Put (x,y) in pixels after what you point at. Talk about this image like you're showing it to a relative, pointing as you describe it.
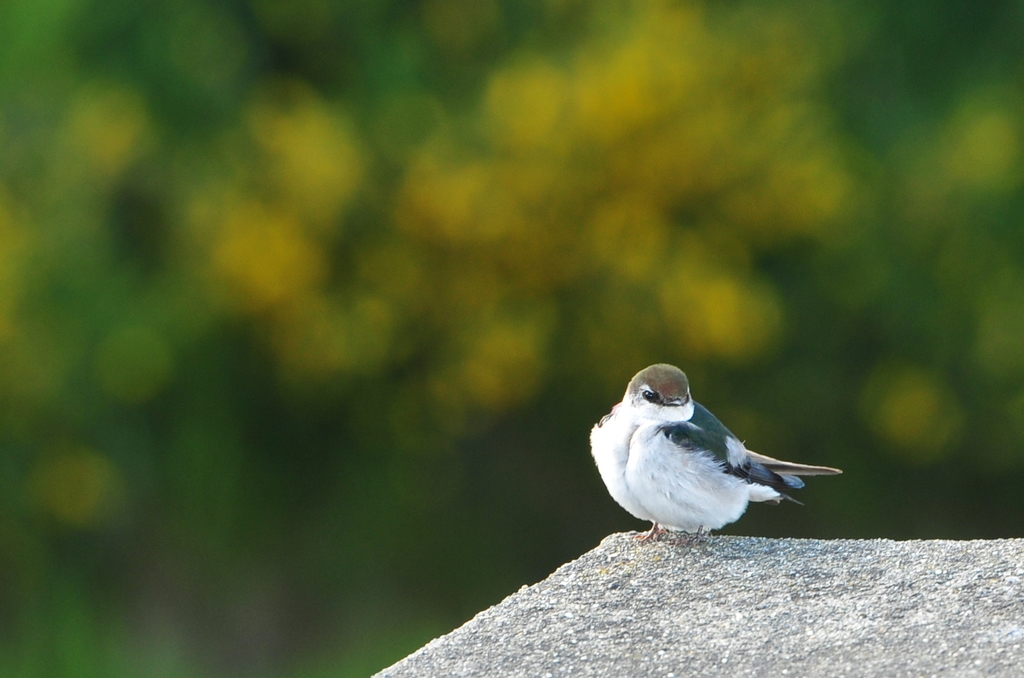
In this image, on the right side (703,486), we can see a bird (693,473) standing on the stone (1010,621). In the background (489,168), we can see green color and yellow color.
